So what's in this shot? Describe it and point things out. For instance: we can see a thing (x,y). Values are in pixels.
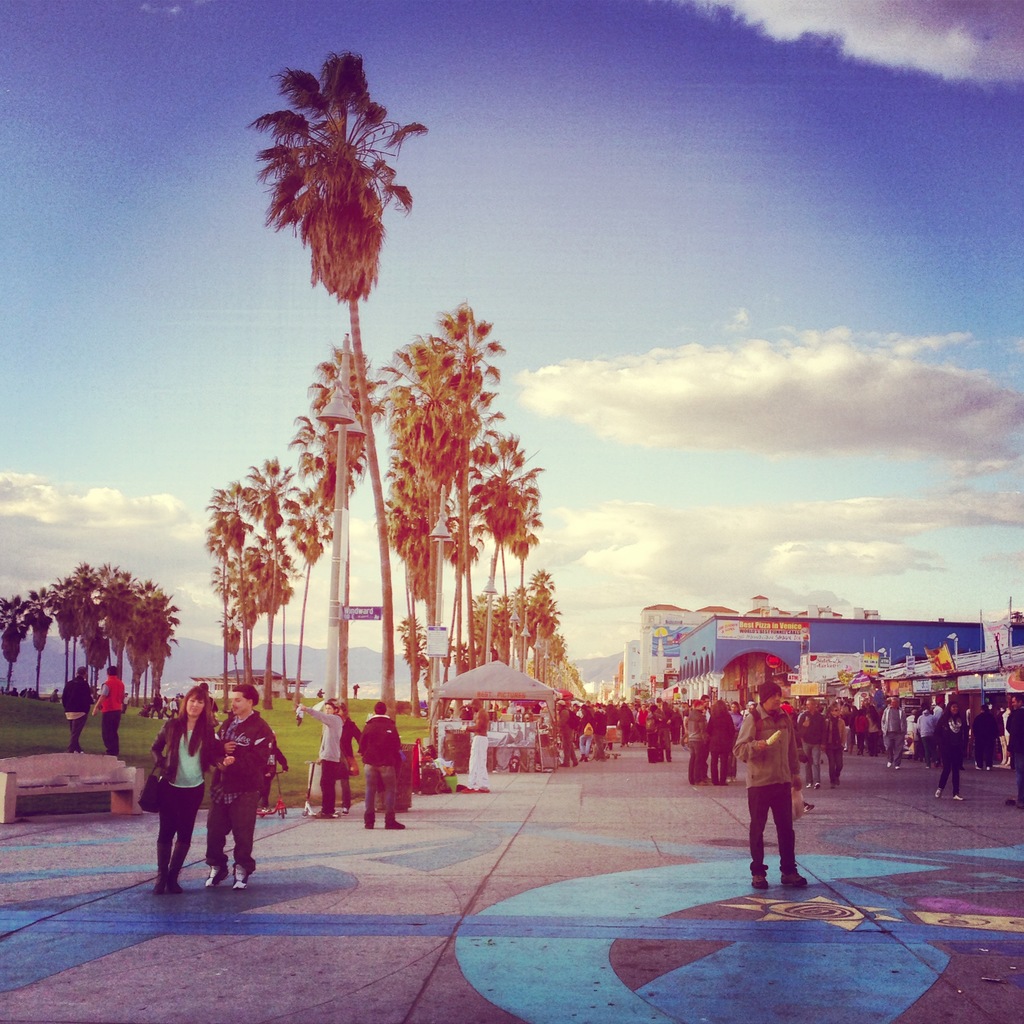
In this image, we can see a crowd (936,718). There are some trees (328,498) and buildings (650,651) in the middle of the image (653,646). There is a bench (121,792) in the bottom left of the image (63,768). In the background of the image (168,256), there is a sky (842,442).
